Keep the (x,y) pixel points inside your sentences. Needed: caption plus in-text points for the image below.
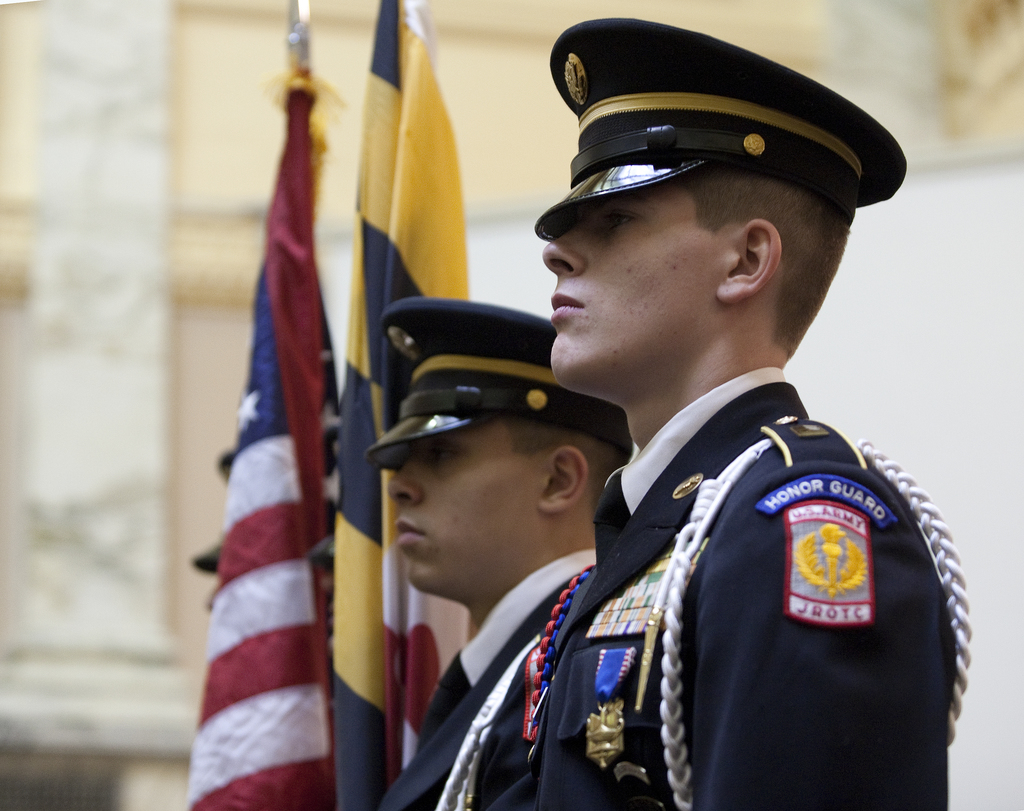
In the image there are two guards (592,651), they are wearing an uniform (524,649) and standing beside the two flags (382,361), there are some badges (614,616) kept to their uniform (569,637). The background of the two people (578,367) is blur.
